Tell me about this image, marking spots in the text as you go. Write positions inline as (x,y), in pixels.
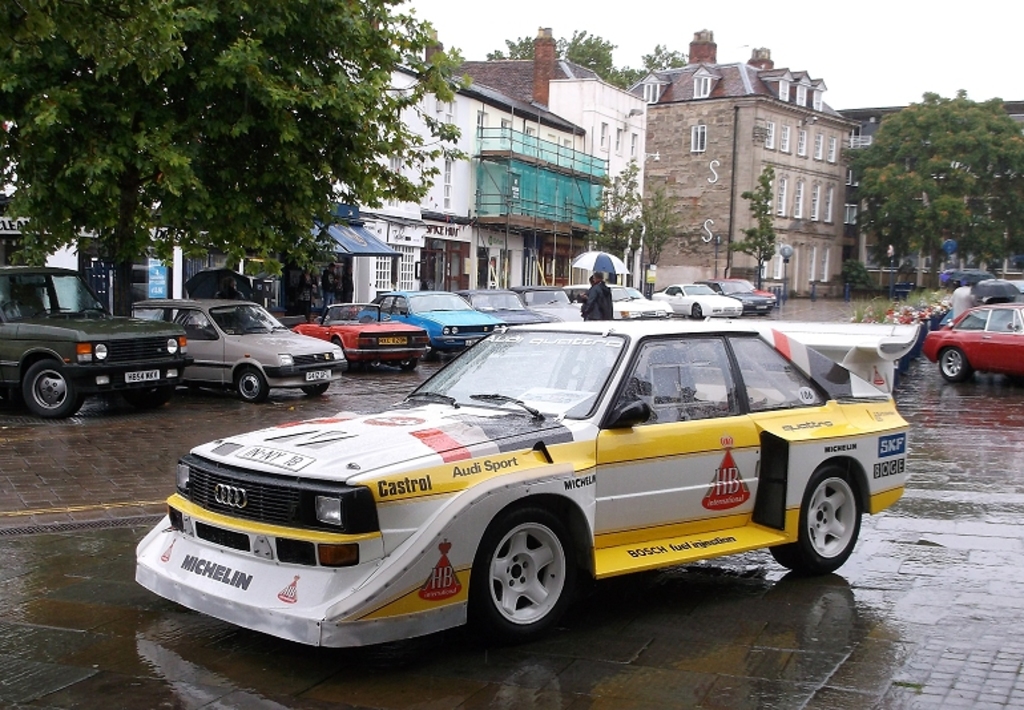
In this picture there is a white and yellow color car (418,606) parked on the roadside (955,522). Behind there are many cars (260,394) parked in the straight line. In the background (763,88) there is a white and brown building (474,249) with some trees (269,228).
